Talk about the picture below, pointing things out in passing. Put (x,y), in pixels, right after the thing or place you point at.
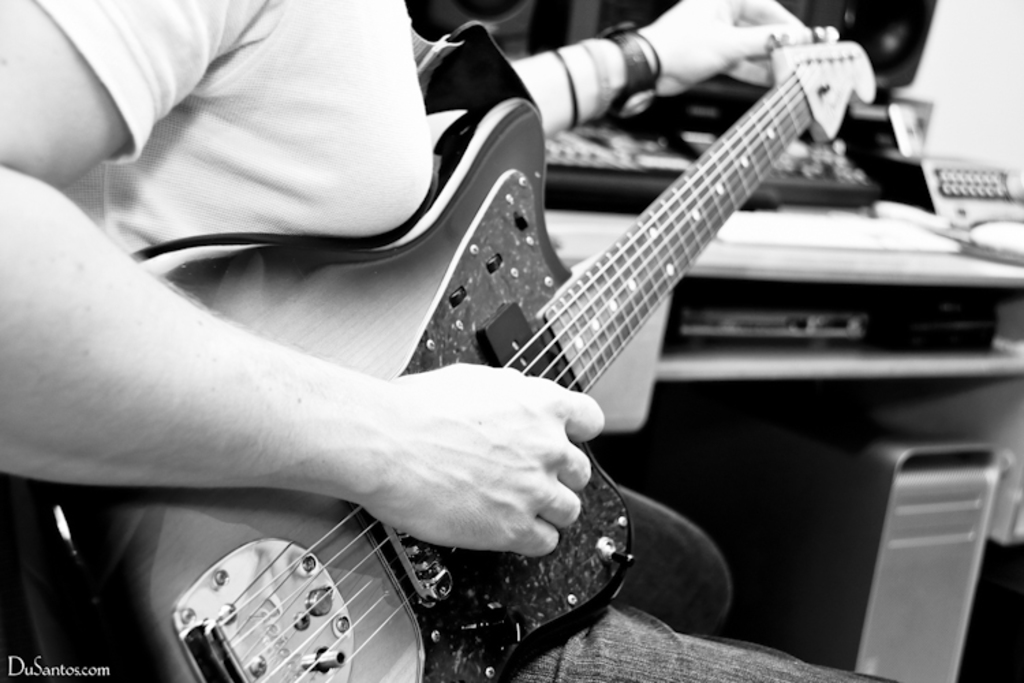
In this image I can a person (316,481) holding guitar (558,288) in hands (466,471). On the right side (858,192) there is a table (738,349) on which few objects (877,194) are placed.
